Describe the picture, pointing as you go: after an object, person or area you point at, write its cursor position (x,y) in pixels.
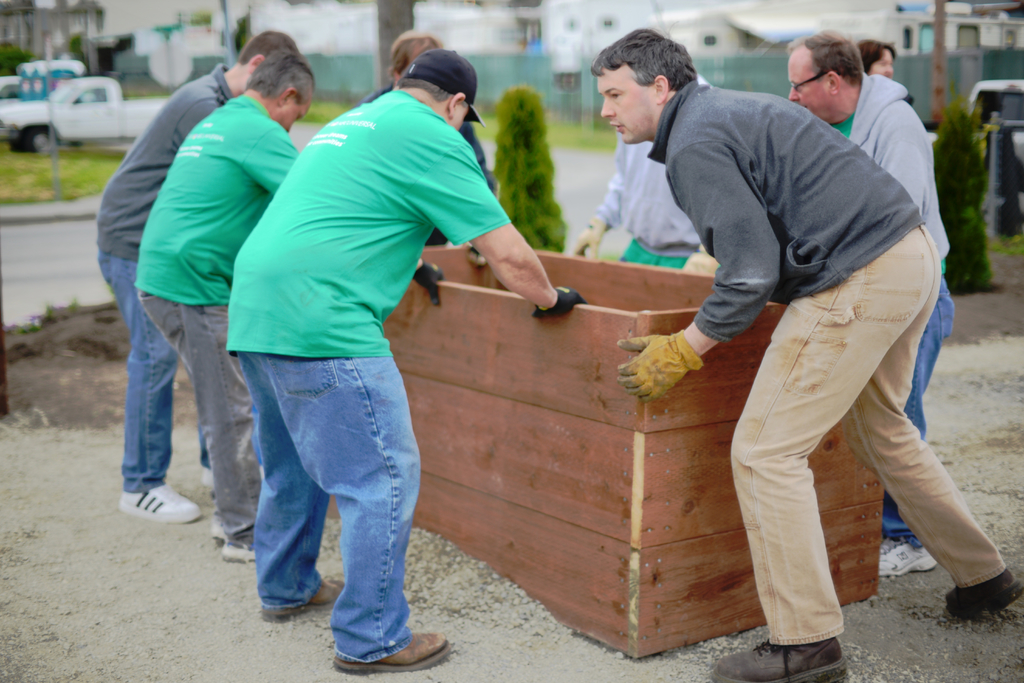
In this picture there is a grey jacket (807,138), gloves (664,370), trouser (815,445) and shoe (792,657), beside him there is another man (464,92) who is wearing t-shirt (328,189), jeans (314,414), gloves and shoe (372,668). On the left (121,261) there are two persons (124,177) were standing near to the wooden box (428,415). On the right (903,172) there is an old man (933,167) who is wearing spectacle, jeans (903,401) and shoe (926,566). In the background (12,27) we can see the cars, street light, poles (225,57), buildings (560,42) and fencing (596,105). In the top left corner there is a sky (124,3) and tree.
